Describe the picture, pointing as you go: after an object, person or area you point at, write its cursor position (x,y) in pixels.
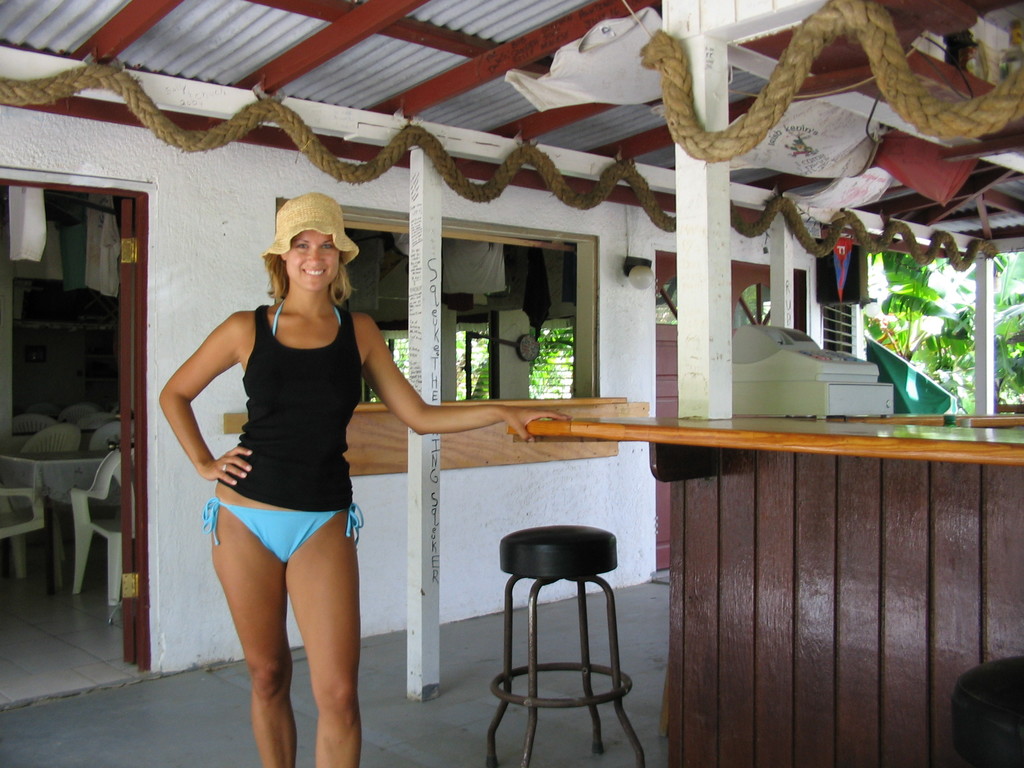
This is a woman (290,406) standing. This is a stool (534,618), and this looks like a billing machine (793,405) placed on the desk (884,447). This looks like another room (59,523) with empty chairs (78,526) and tables (73,472).
